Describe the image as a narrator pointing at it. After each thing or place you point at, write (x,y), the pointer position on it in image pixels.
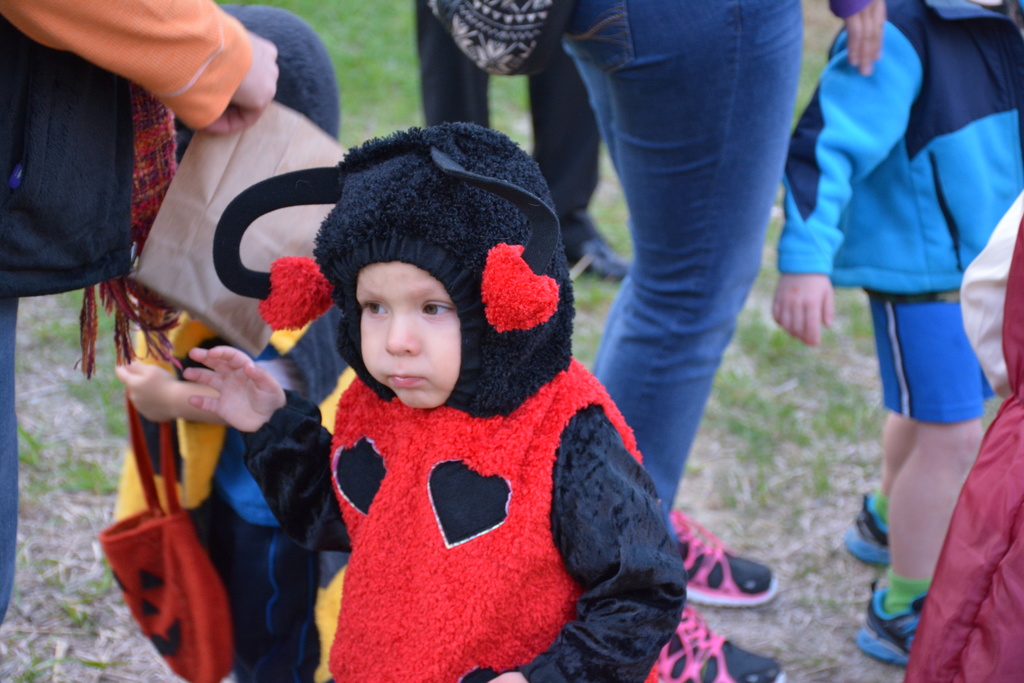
On the left side (264,460), there is a child (499,419) in red color jacket (449,437). Beside this child (307,466), there is a person (37,158) standing and there is another person (689,122) who is in jean pant (688,325) and is standing. On the right side (952,15), there is a child (885,39) in blue color short (904,360), standing. In the background (568,90), there is another person (432,11) standing on the ground (359,38), on which there is grass (344,34).
